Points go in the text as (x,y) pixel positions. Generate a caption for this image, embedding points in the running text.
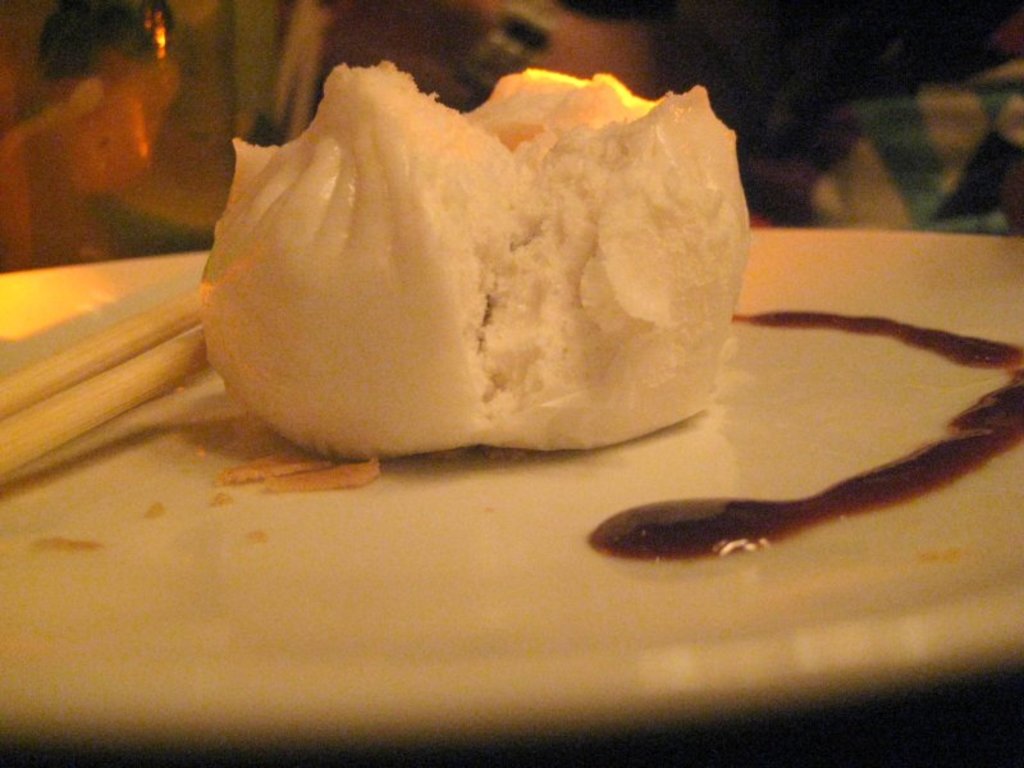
In this image we can see a momo (285,398), chopsticks (124,381) and sauce (775,517) placed on the plate (463,638).
